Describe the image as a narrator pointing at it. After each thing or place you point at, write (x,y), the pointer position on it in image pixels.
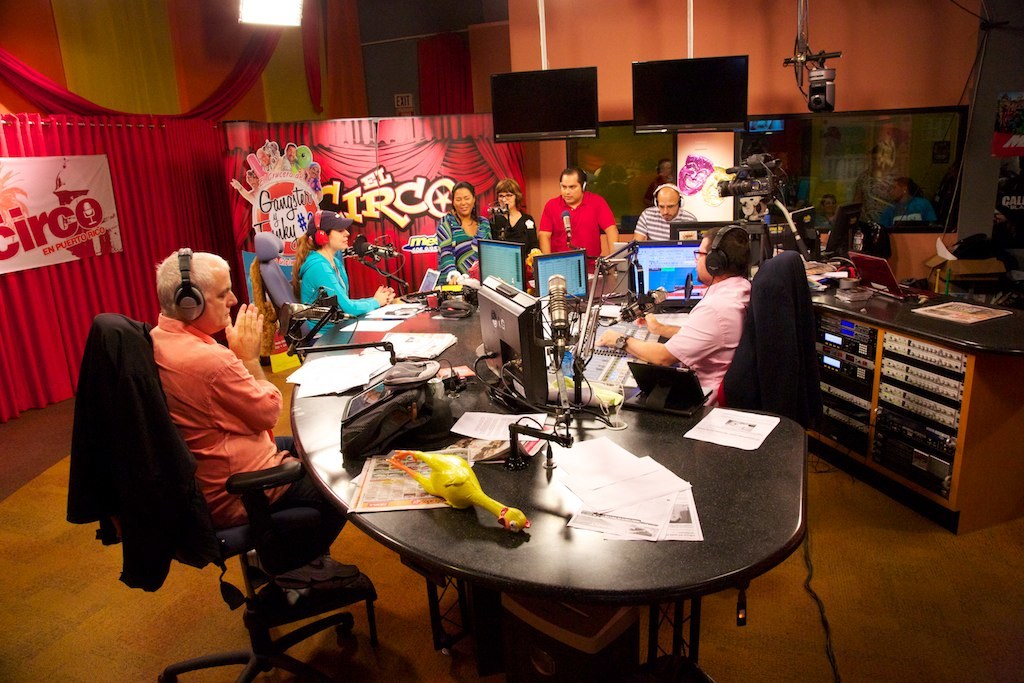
In this picture, there are group of people (461,204) sitting around a table (568,585). On the table (513,569), there are some devices (592,330), laptops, papers (423,352), bags (416,393) etc are placed. Towards left (263,406), there are two people (216,449) wearing headsets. On the top (708,116) there are two television screen (651,109). Towards the right (925,370) there is a table (960,337). Beside it, there is a camera (744,192). In the center (512,238) there are three people (581,203) among them there's a man (584,221) wearing a red t-shirt (598,209), women (521,236) is wearing a black top (517,231) and another woman (468,221) is wearing a blue top (461,235).
